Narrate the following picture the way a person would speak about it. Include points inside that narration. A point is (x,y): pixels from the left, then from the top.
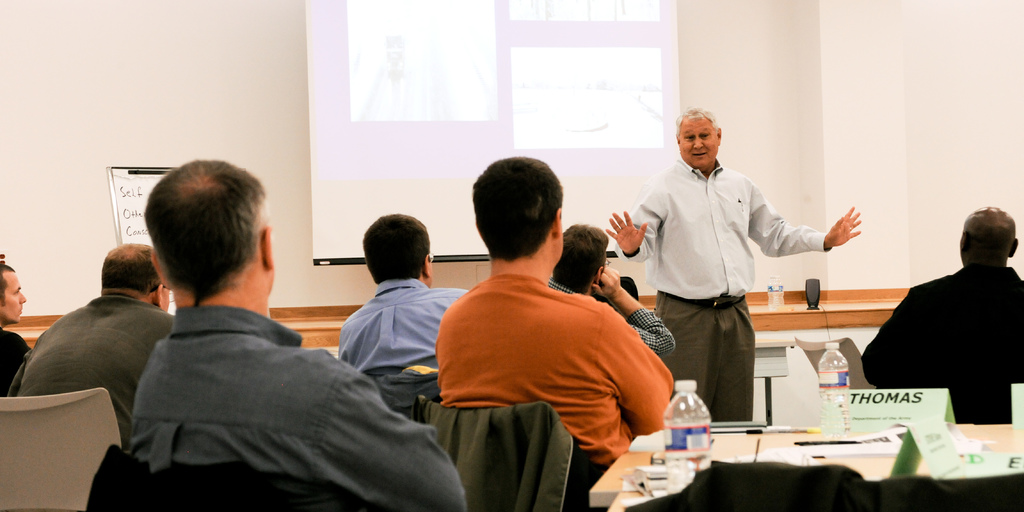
People (299,375) are sitting. On a table (749,457) there are bottles (693,416), paper (896,434) and name plates (884,404). A person (738,324) is standing and there is a projector display (429,150) behind him.
